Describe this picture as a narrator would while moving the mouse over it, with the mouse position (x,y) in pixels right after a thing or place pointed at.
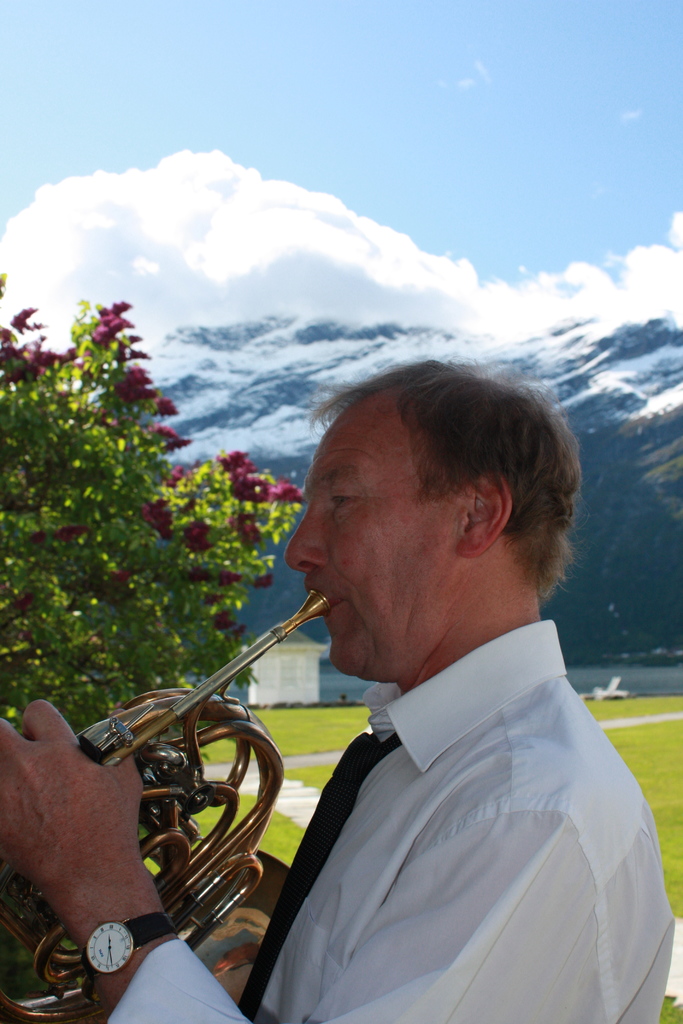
In the picture there is a man (417,757) he is playing the French horn (195,812), behind him there is a tree (162,426) and behind the tree (65,597) there is a grass surface (680,726) and in the background (273,605) there is a mountain (243,362).
